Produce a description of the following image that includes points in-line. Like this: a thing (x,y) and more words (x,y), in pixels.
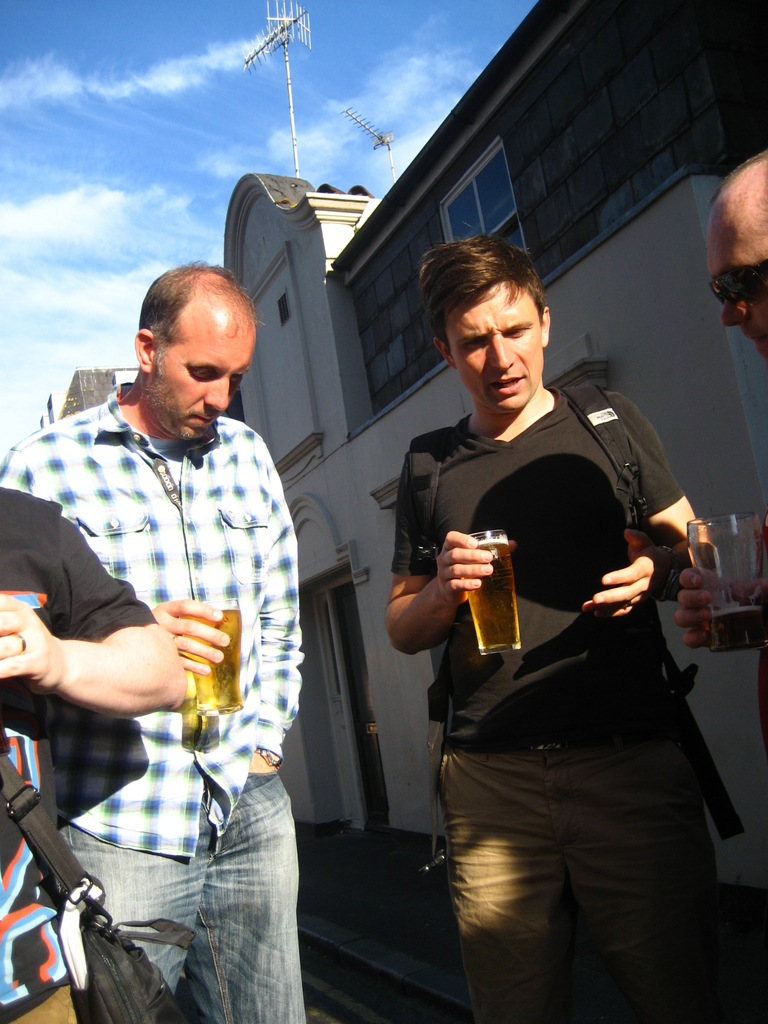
In this picture there are group of people (83,767) those who are standing at the center of the image (352,662) and there is a building (314,688) at the right side of the image (537,195), these people (408,531) they are holding the beer glasses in their hands (45,666).
